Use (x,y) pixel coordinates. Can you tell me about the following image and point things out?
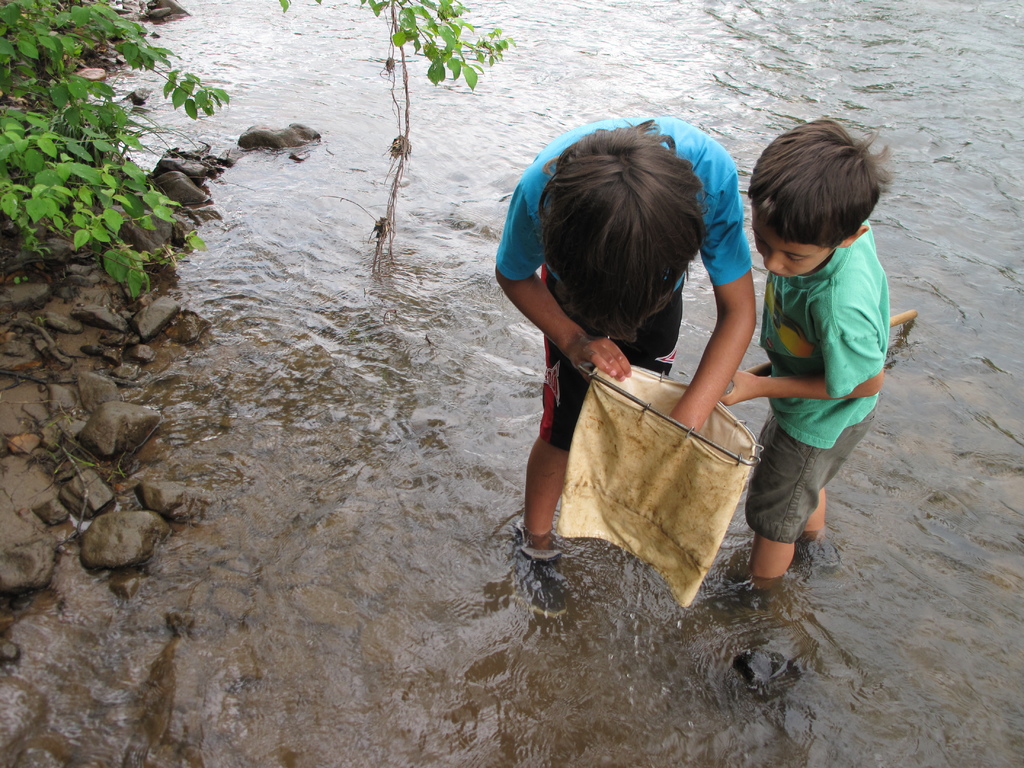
In this image I can see water (434,362) and in it I can see few children (838,198) are standing. I can see both of them are wearing t shirt (789,320), shorts (802,457) and I can see one of them is holding a white colour thing (639,442). I can also see few stones (191,154) and plants (71,84).
